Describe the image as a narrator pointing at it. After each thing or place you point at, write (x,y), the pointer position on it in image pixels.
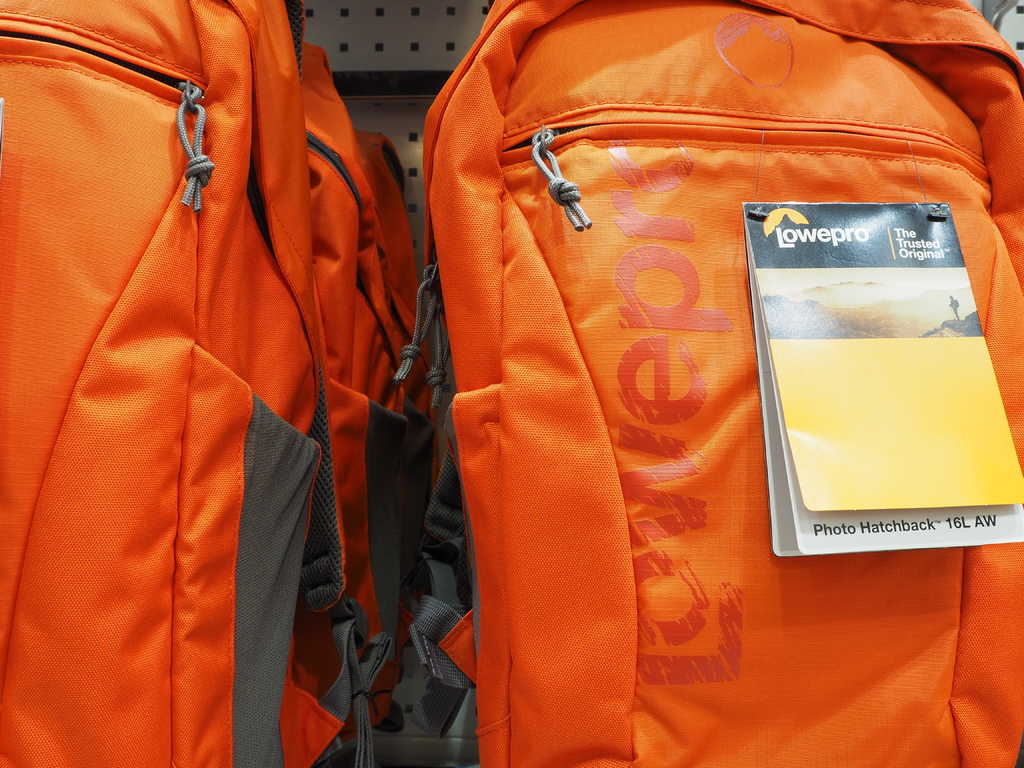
Here we can see a couple of bags (481,453) present.
